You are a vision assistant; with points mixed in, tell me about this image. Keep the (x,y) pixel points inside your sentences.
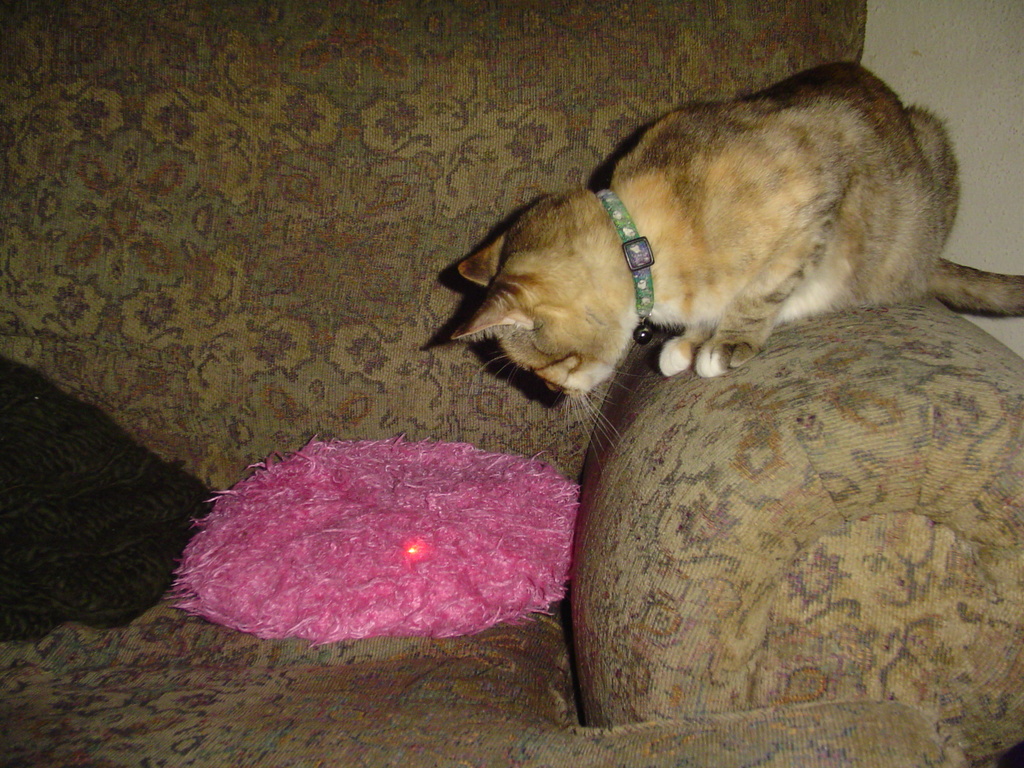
In this image I can see an animal (659,268) which is in brown and white color. I can see an animal (663,356) is on the couch (655,381). To the side I can see the pink and black color objects (386,554) on the couch (223,697).
